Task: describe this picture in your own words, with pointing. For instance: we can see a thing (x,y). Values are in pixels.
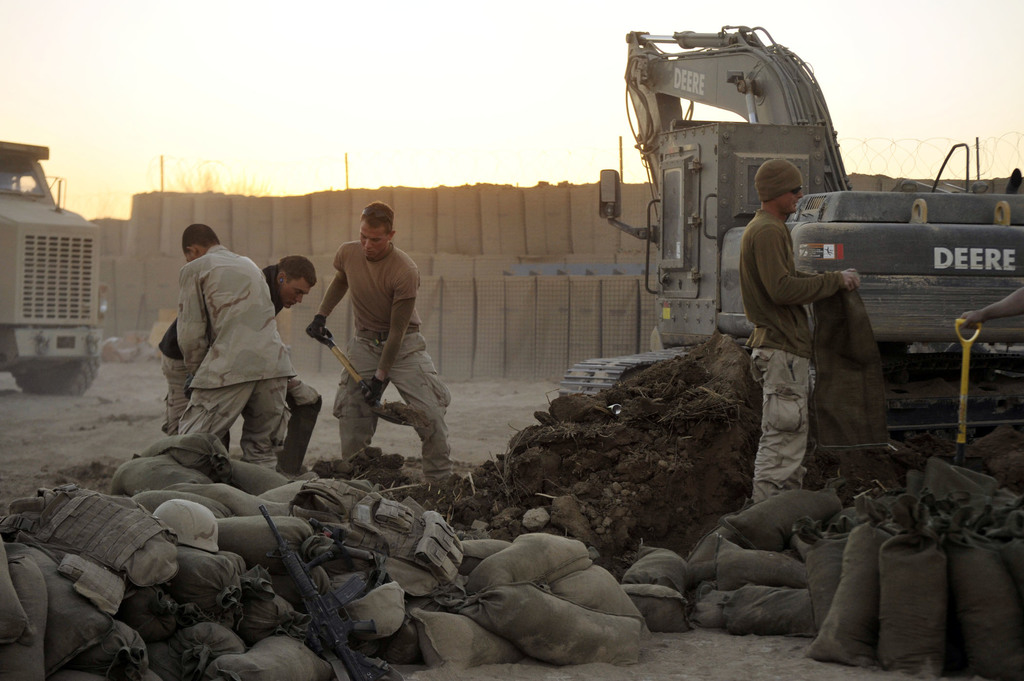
In this picture we can see three soldier (227,302) lifting the mud (345,460) and trash (345,471) in the center of the image (359,392). In the front (274,557) there are some bags (301,642) and gun (328,601). On the right corner (763,50) we can see the excavator (749,80) and a man (785,325) standing in the front (828,392) and holding the sandbag (852,421) in the hand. In the background (439,342) we can see the boxes (547,330) and a truck (17,312) on the left corner (17,312).
